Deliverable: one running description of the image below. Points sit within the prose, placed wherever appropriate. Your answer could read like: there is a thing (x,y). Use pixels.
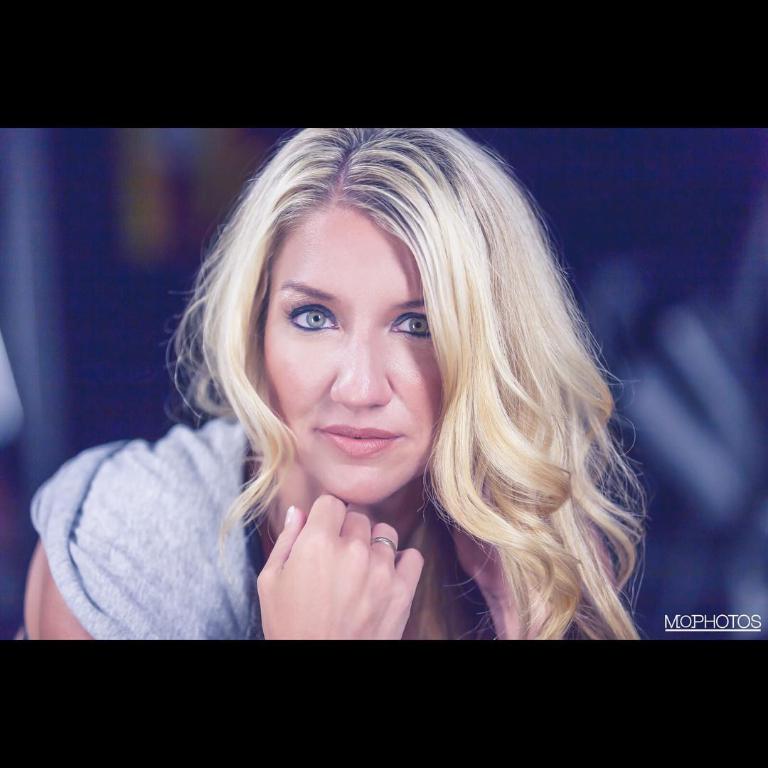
In the image there is a woman (272,457), she has cream color hair (260,367) and she is posing for the photo, the background of the woman (590,342) is blur.
